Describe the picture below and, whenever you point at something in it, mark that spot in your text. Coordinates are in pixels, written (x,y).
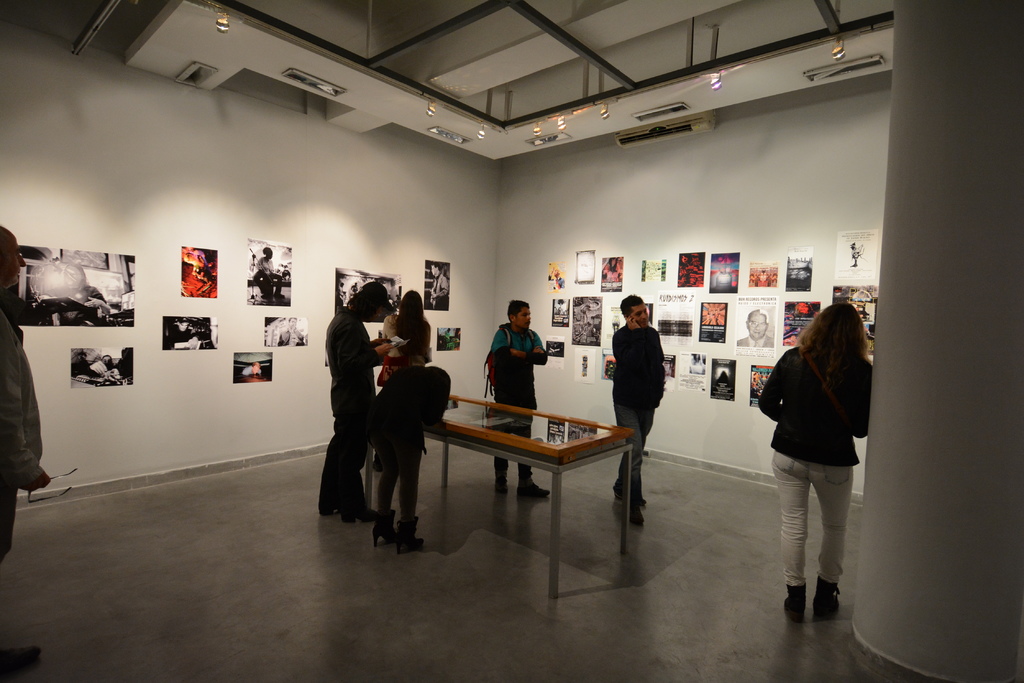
In this picture we can see a group of people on the floor (284,627), here we can see a table (553,585), pillar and in the background (816,153) we can see a wall (701,456), posters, lights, rods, air conditioner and some objects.
